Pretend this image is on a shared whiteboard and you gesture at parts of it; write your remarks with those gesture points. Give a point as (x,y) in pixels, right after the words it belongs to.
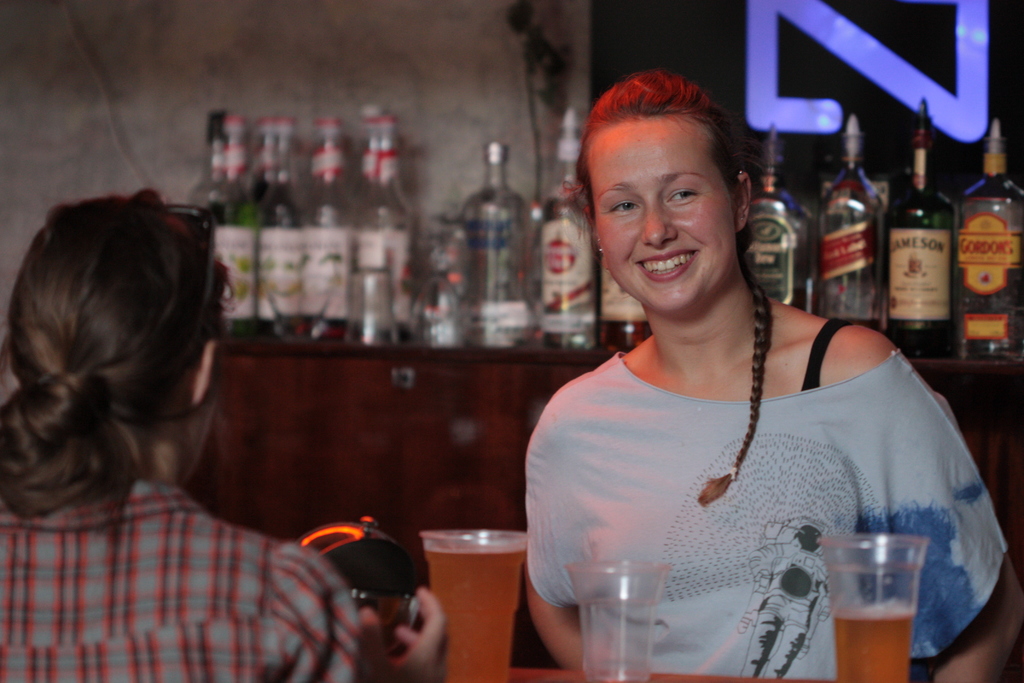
In this image I can see a woman (715,371) in white dress (680,479) is standing and smiling, I can see another woman (200,574) wearing a shirt (149,579) Standing and holding an object (359,578) in her hand (436,642), I can see few glasses (486,560) with drinks (839,624) in them. In the background (445,83) I can see the wall (426,35) and few glass bottles (542,231) on the cabinet (375,388).
